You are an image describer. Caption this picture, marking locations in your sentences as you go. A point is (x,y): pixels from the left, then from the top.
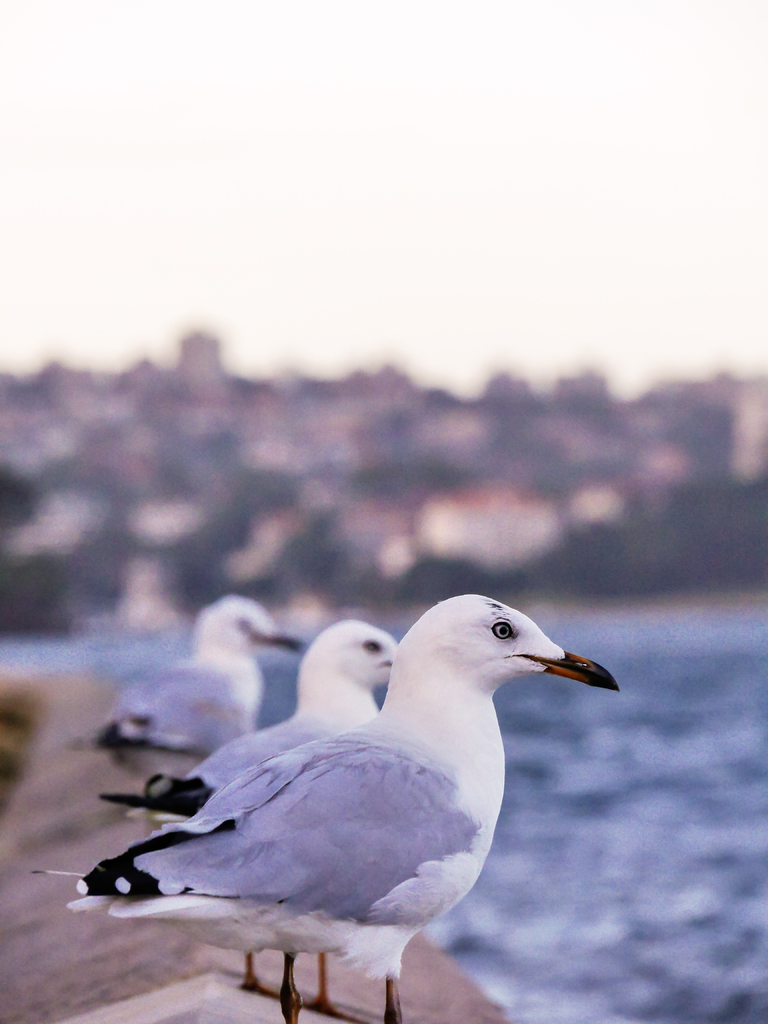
In the foreground of the picture (370,902) I can see three birds (336,902) on the wall (178,958). It is looking like water (545,867) on the right side (635,796). These are looking like buildings (299,421) and trees (393,491) in the background (413,500).
